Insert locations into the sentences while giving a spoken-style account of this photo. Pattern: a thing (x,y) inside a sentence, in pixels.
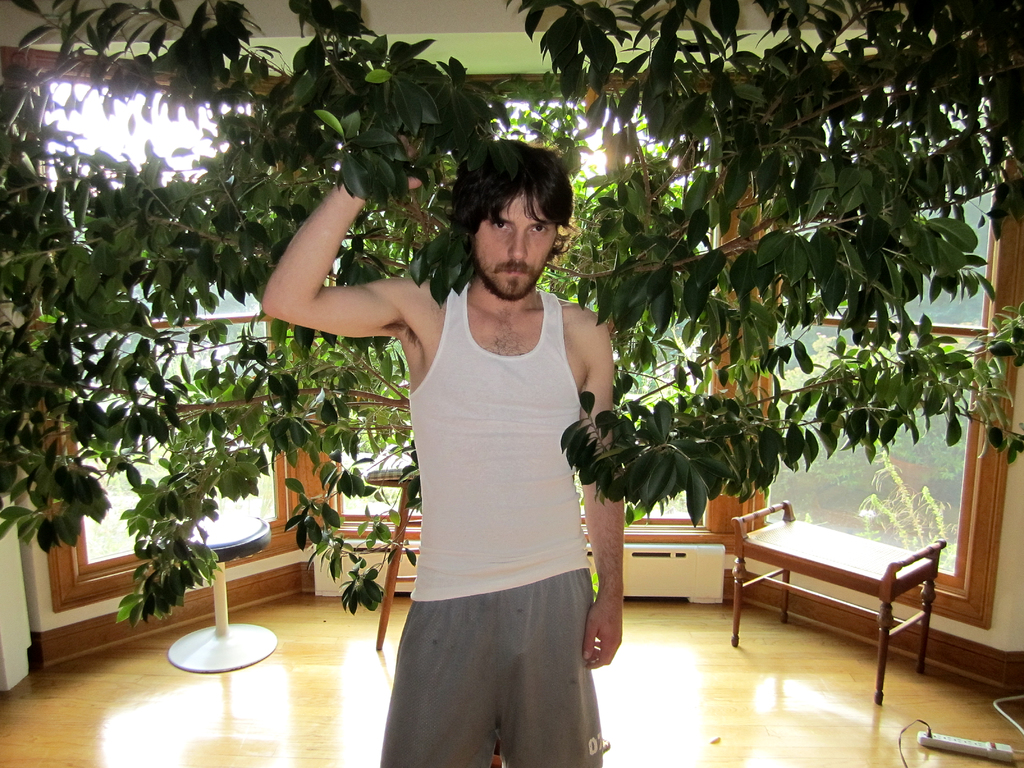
In this picture we can see a man (507,470) in white shirt (504,474) standing in holding some plants (235,451) around the room (848,619) and there is a stool (247,543) and a table (903,585).
